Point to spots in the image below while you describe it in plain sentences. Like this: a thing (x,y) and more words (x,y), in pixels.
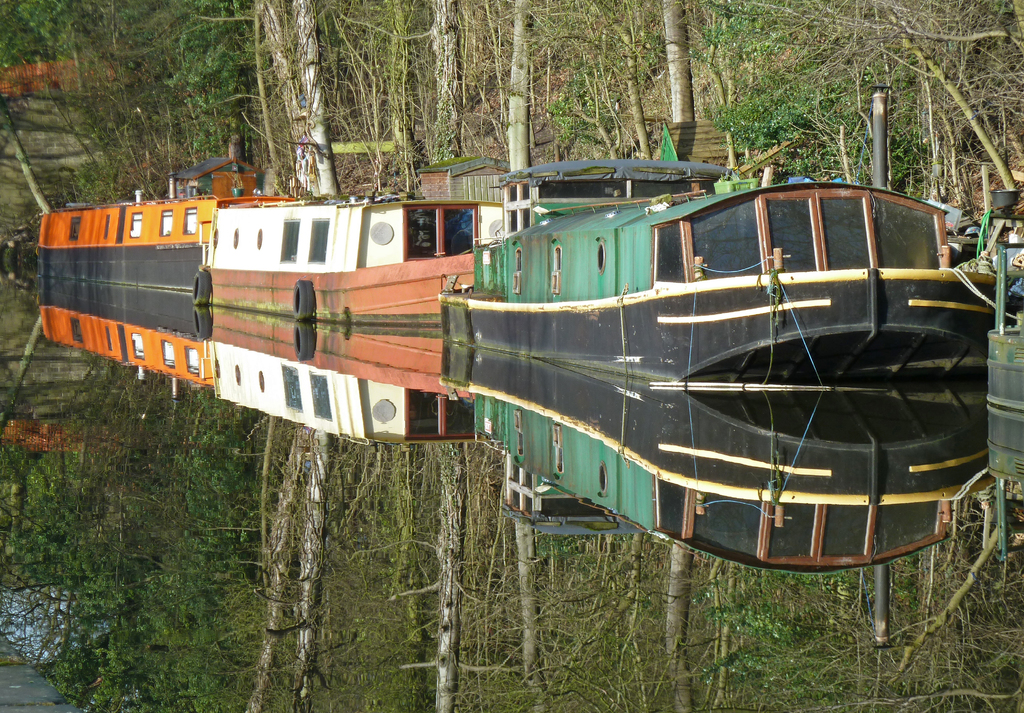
In this picture, we can see boats (522,222), trees (963,196), stairs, ground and the reflection (830,675) of trees (134,40) in the water (771,506) and we can see some objects (1001,392) on the right (1008,209).
